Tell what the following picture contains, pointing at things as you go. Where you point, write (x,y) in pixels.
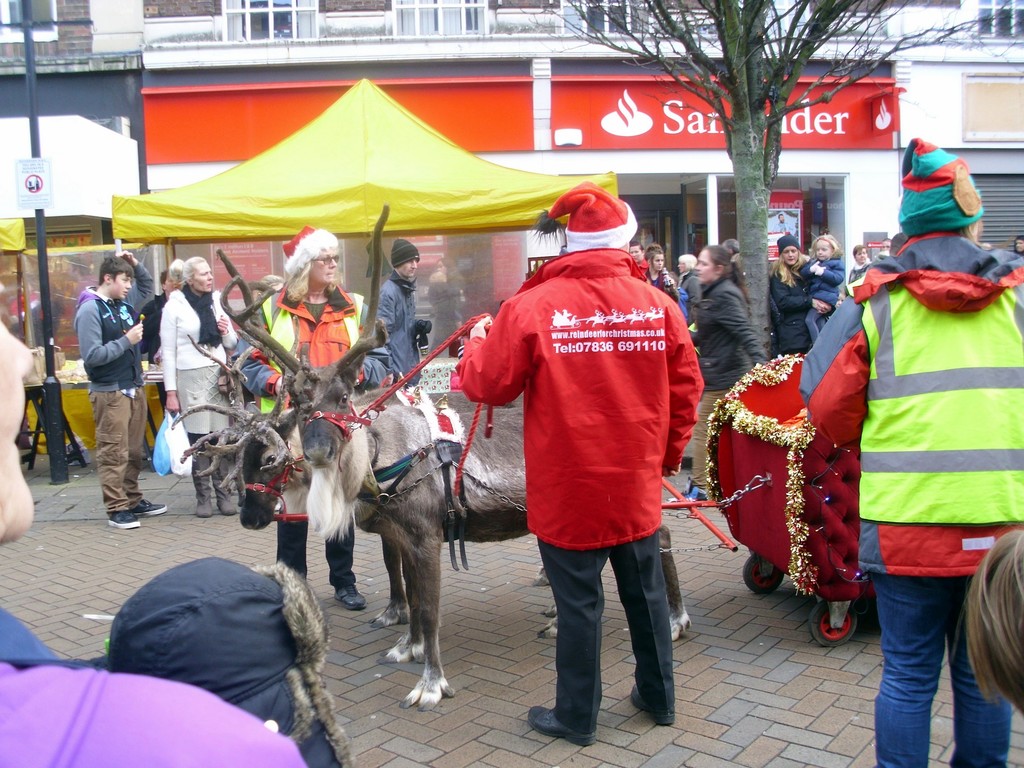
In this image two animals (331,493) are tied to a cart (793,506). Person (580,449) wearing a red jacket (621,404) is having a cap (607,228). He is holding a rope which is tied to the animal (308,437). Behind the animal (307,441) there is a person (328,329) wearing a cap (315,246). A person (211,308) wearing a scarf (204,312) is holding two covers (167,450) in his hand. There are few persons (928,472) standing on the cobblestone path (725,612). There is a tent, beside there is a tree (762,175). Left side (165,658) there are few persons (227,656). Background (91,98) there is a building (105,101). Left side (23,206) there is a pole (24,3) having a board (35,182) attached to it.
